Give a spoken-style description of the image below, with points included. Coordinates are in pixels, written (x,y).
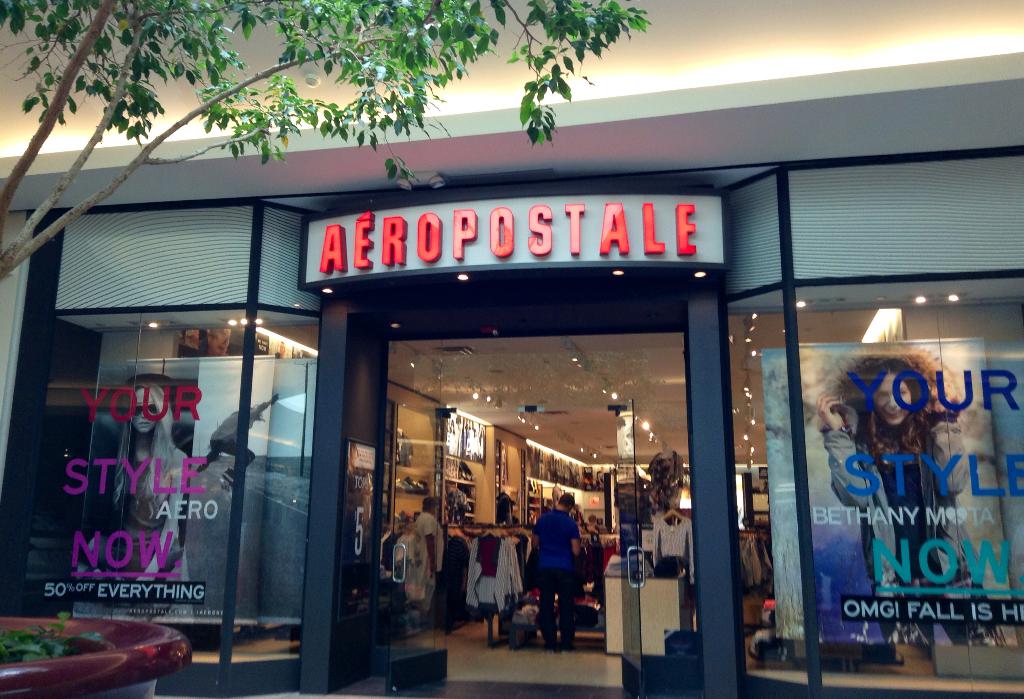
This image consists of a store (509,437). There is a person (554,530) in that store (530,554). There are lights (733,335) in the middle (461,280). There is tree (397,57) at the top (382,31).
